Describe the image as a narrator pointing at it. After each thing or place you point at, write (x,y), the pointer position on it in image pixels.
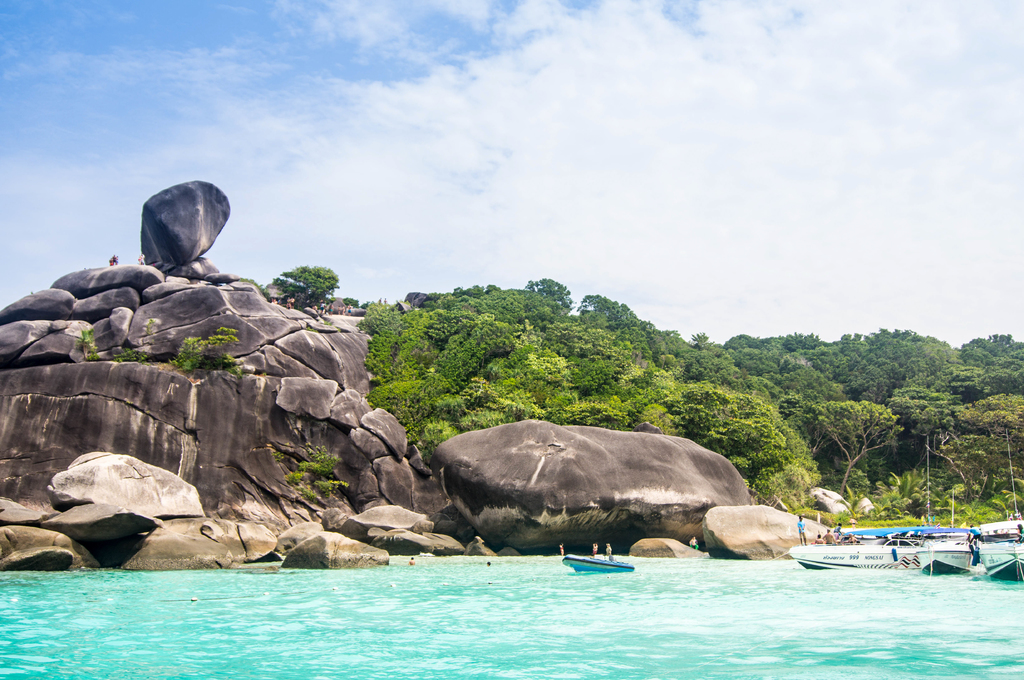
In this image I can see few boats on the water (610,631). I can see few people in the boats (612,556). In the background (355,439) I can see the rocks (358,418), many trees (513,408), clouds (478,180) and the sky (362,115).
